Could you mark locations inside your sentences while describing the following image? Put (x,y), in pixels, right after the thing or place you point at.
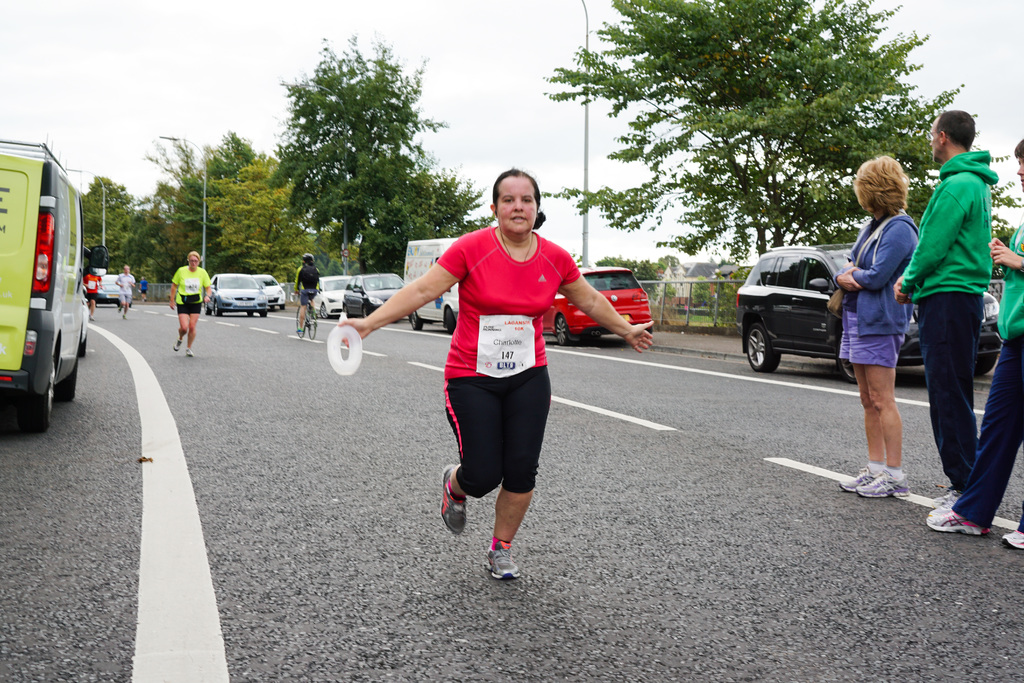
In this image there is a road (527,540) on that road (283,372) people (511,475) are running and few (869,423) are standing, on either side of the road (578,469) there are cars (754,352), in the background (271,251) there are trees (456,205) and poles (104,209).
